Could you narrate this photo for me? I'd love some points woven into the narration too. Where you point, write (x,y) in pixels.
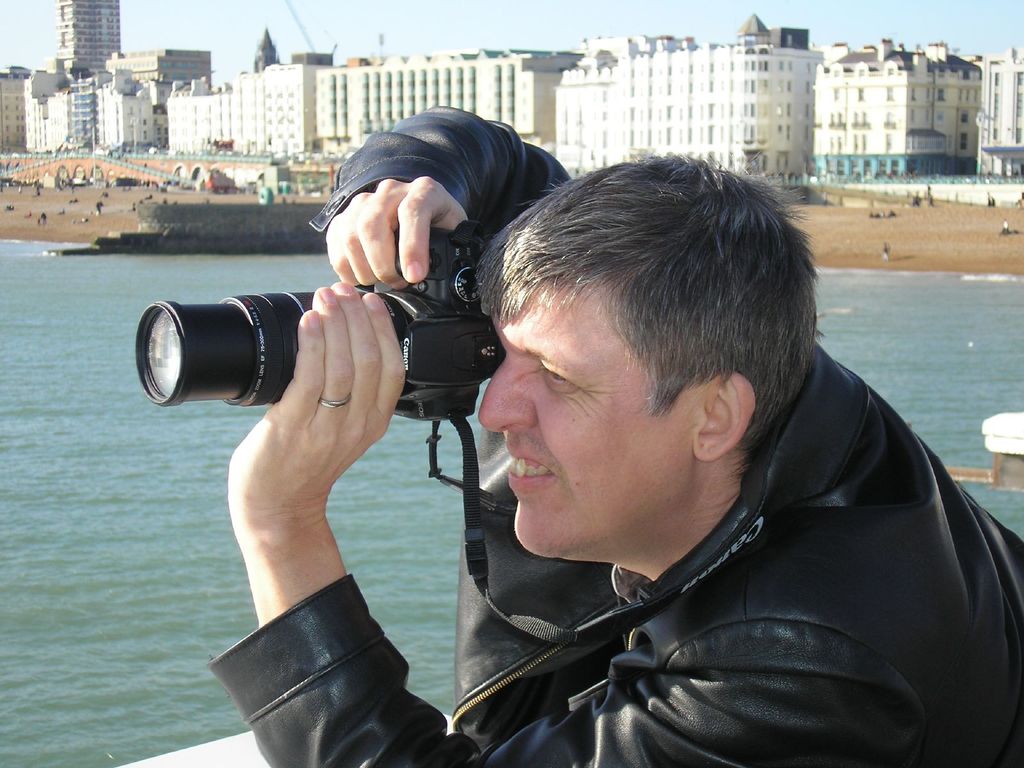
This is the picture of a man (617,513) in black jacket (765,609) holding a camera (282,373). Background of the man (305,362) is a water (883,339), land (896,235), buildings (597,97) and sky (442,14).
